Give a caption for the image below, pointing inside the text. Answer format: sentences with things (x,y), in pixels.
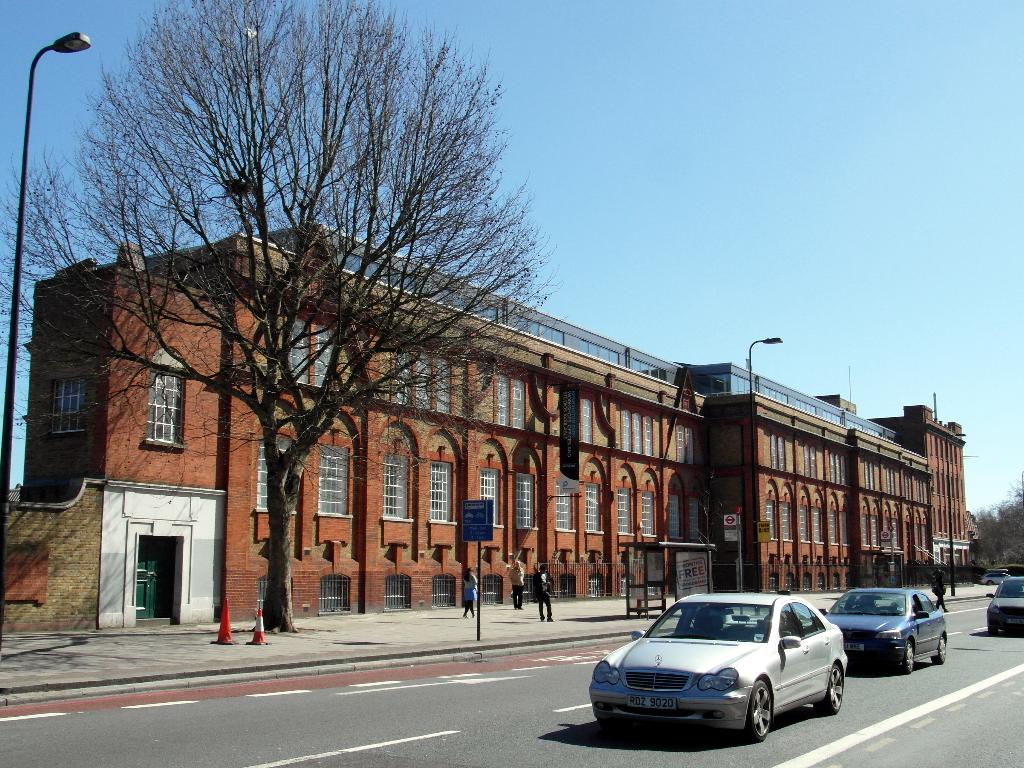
In this image we can see one big building (786,394) with red walls (256,249), some trees (1003,544), one person (941,581) walking on the road (586,711), one banner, two safety cones (224,623), three people (537,583) are on the footpath (504,631), so many glass windows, one green door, two street lights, some boards (688,563), two poles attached to the building (746,396) and at the top (827,192) there is the sky (831,380). There are three cars (993,612) on the road (966,602) and one car (984,583) parked in front of the building (597,501).
